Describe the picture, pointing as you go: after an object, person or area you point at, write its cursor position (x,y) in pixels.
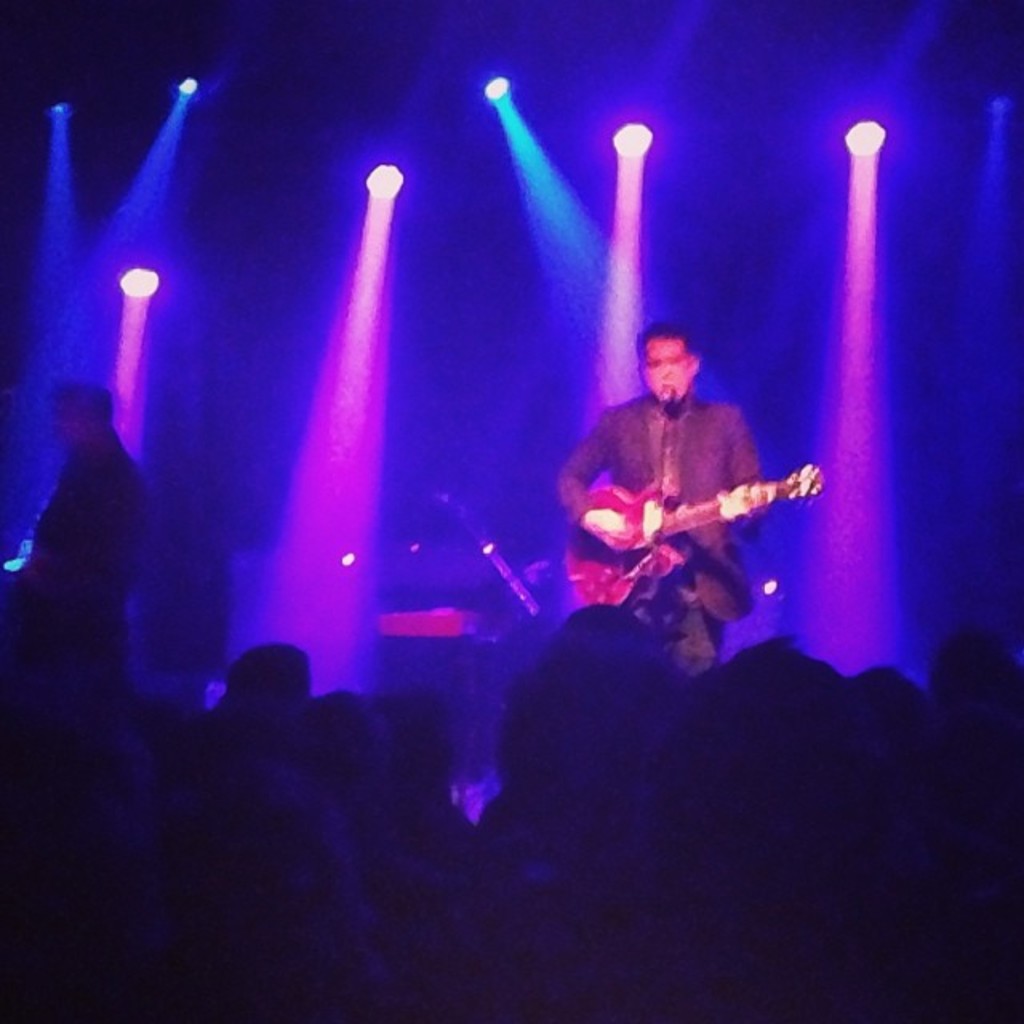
This picture describes about group of people (638,476), in this a man (699,473) is playing guitar (666,527) in front of microphone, in the background (619,157) we can find couple of lights (541,245).
